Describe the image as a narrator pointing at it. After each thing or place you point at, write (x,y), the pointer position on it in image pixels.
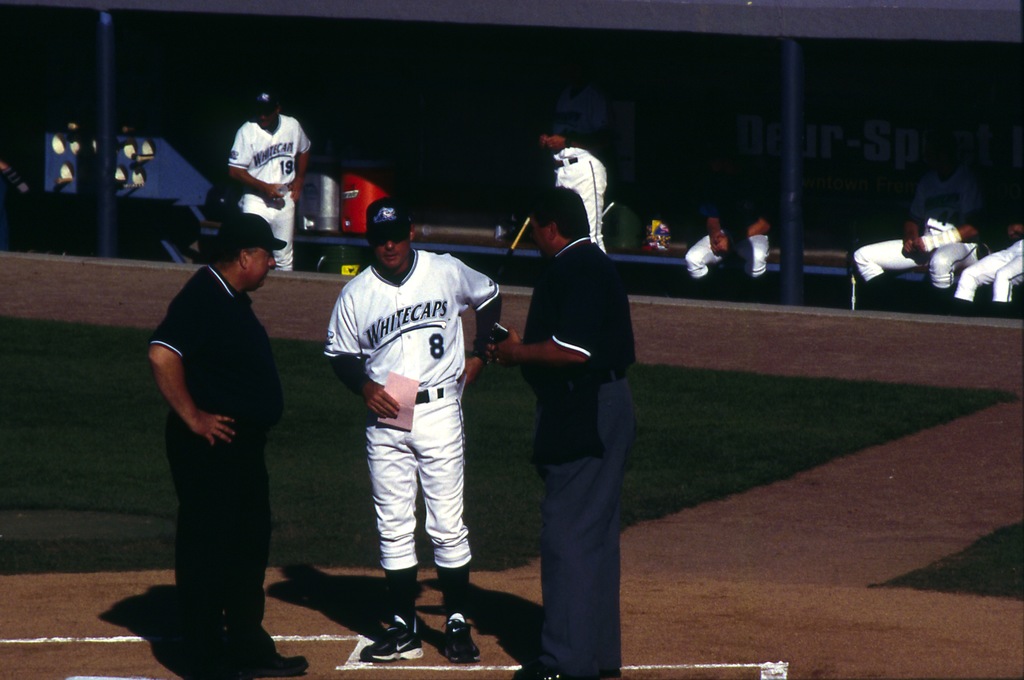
In the picture we can see a playground (58,503) on it, we can see three people (582,597) are standing, one man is in sports wear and behind them, we can see a green color mat (44,497) and behind it we can see two men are standing in sports wear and behind them we can see a bench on it we can see some things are placed.
